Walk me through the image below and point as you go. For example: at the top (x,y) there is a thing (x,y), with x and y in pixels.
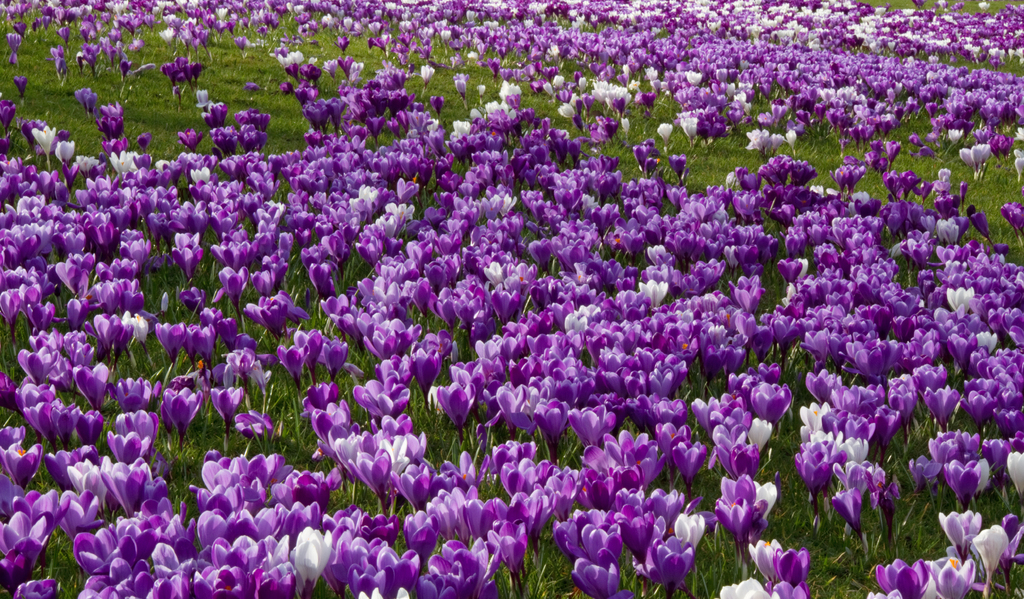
This image consists of flowers (638,331) in purple color. At the bottom (417,432), we can see green grass (161,247).
